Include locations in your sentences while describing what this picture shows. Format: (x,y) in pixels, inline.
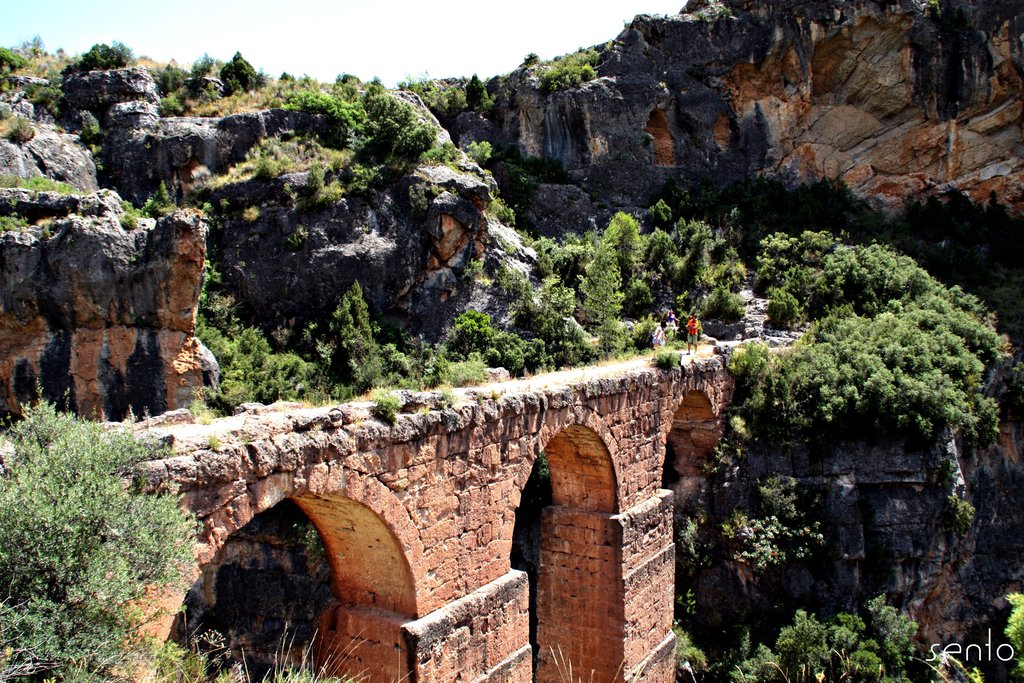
In this image we can see a bridge (274,452), there are some persons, plants (363,367) and mountains (429,321), in the background (401,28) we can see the sky (452,53).
